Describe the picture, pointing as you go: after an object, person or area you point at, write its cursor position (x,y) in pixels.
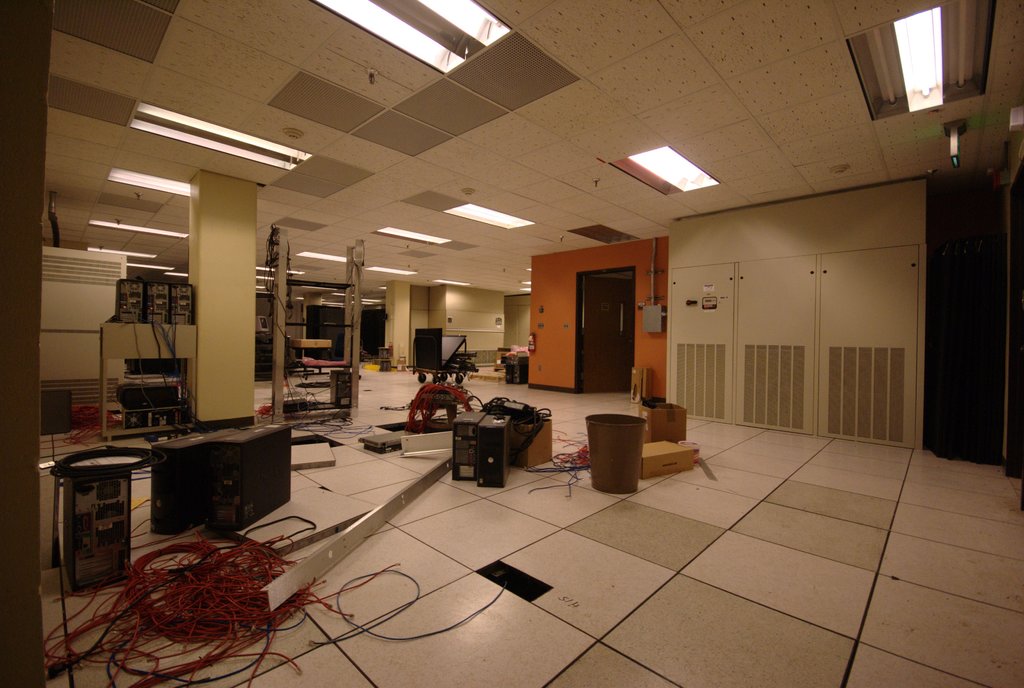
In this picture I can see the inside view of the room (522,479). On the left (179,291) I can see the CPU (140,302) on the steel rack (135,335). In the bottom left corner (234,470) I can see other CPU (244,490) which are kept on the floor (357,560). Beside that I can see the cables (234,579) and steel rod (367,530). At the top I can see the tube lights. In the center (607,345) there is a door (603,337).
